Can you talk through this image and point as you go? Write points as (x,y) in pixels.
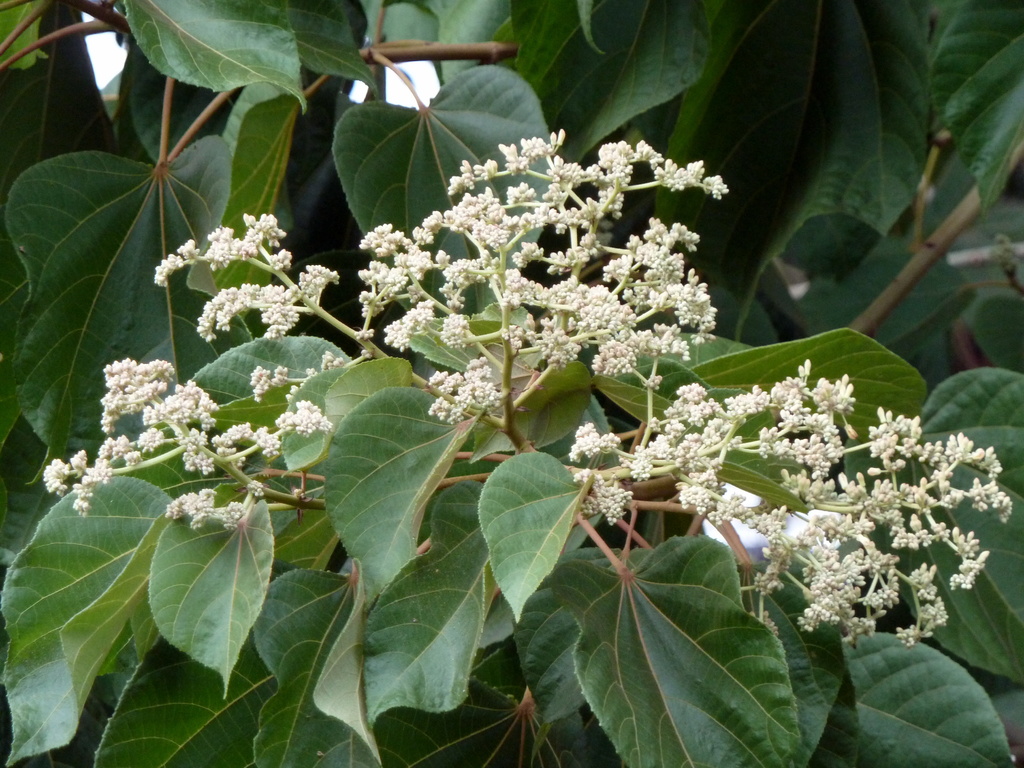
In this picture we can see leaves (440,505) and flowers (964,558).
